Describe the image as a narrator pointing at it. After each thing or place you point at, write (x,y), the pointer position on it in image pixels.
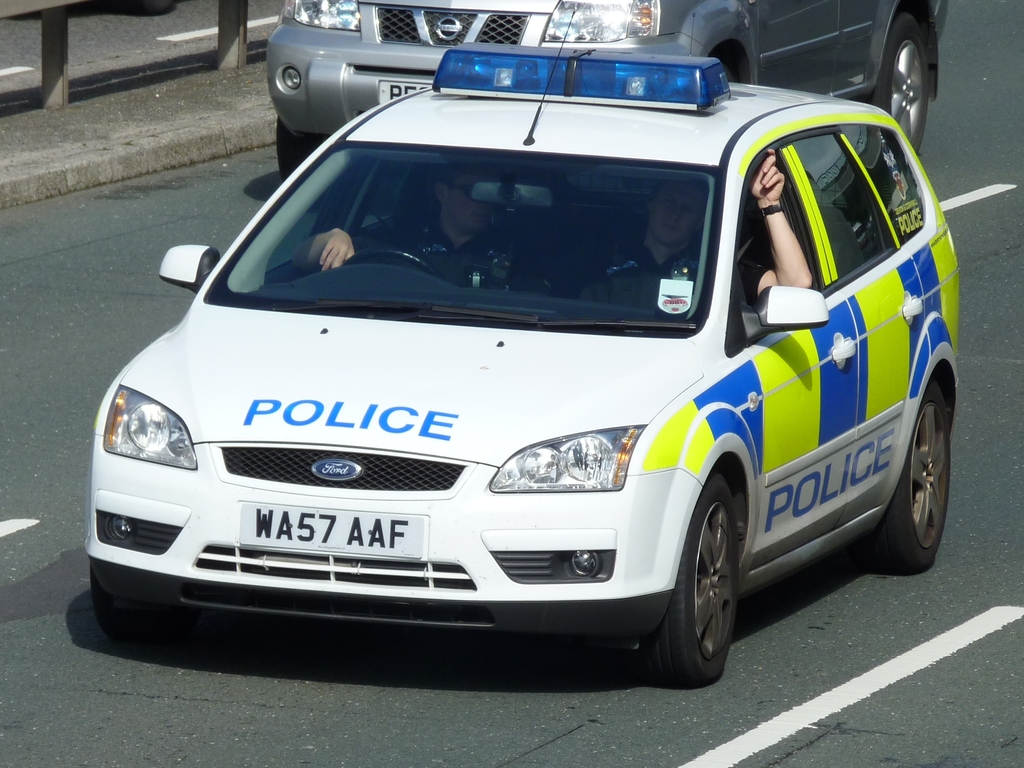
In this picture we can see few cars (516,268) on the road (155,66), and few people (454,276) are seated in it, and also we can see few metal rods (228,60).
